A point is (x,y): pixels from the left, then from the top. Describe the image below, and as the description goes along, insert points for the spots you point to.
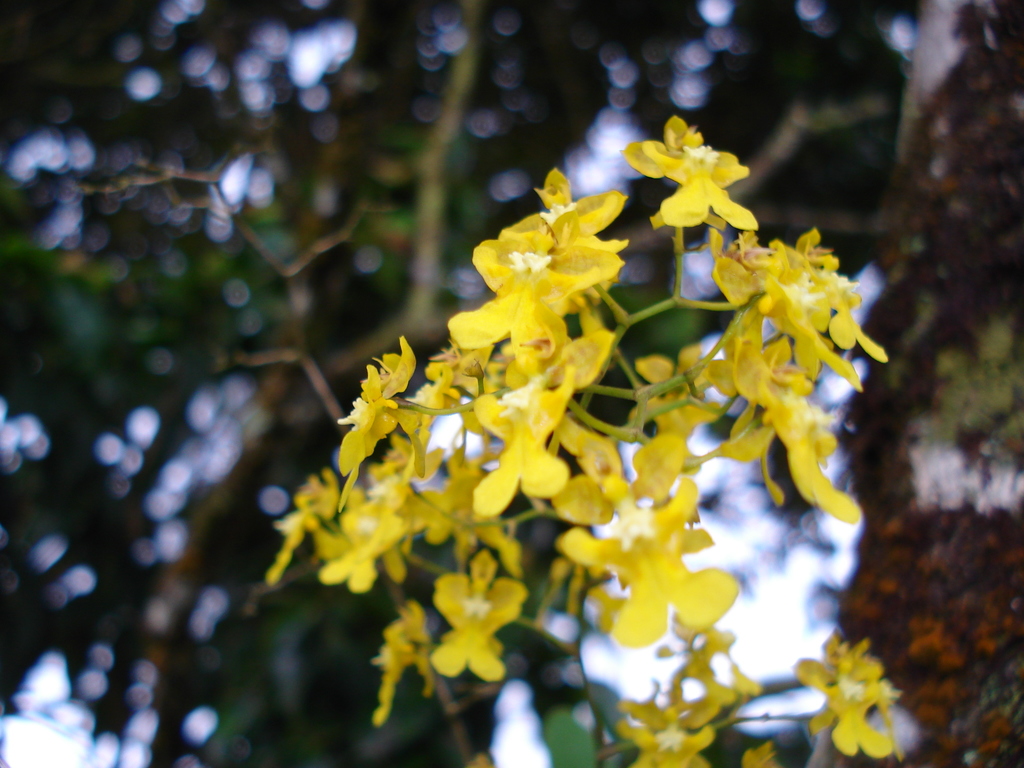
In front of the image there are flowers (566,448), behind the flowers (590,443) there is a tree (386,172) with leaves (165,289) and branches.
